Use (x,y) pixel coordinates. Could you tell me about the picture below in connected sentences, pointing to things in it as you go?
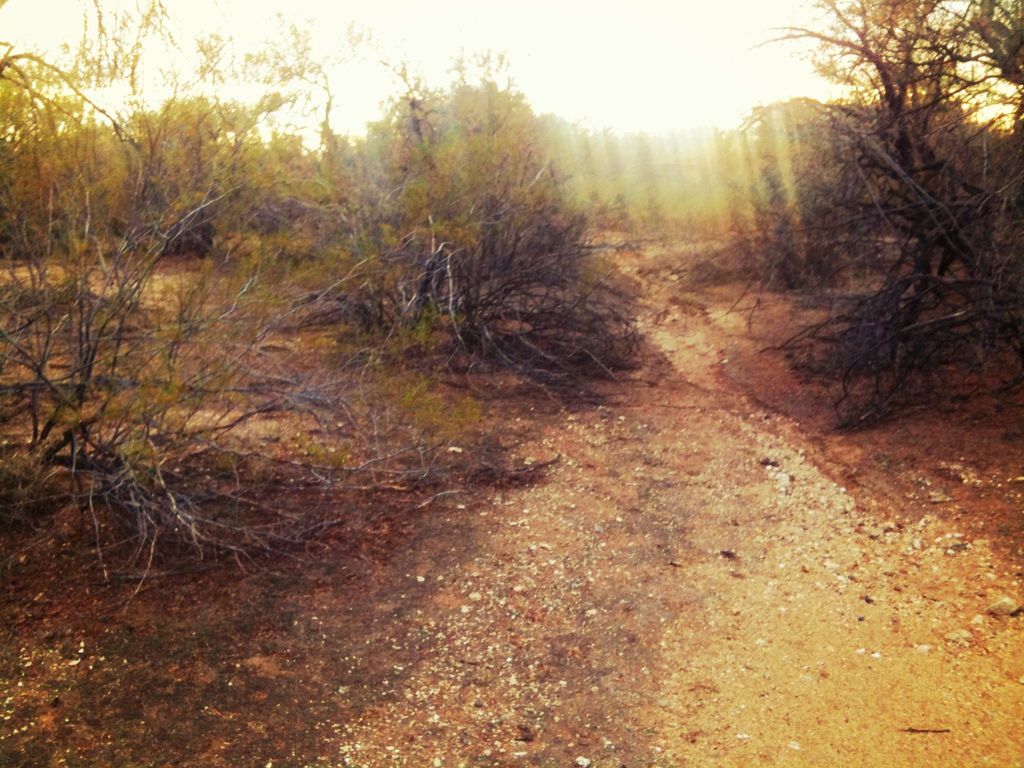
In this image we can see trees (564,346). In the background (520,74) it is blur.
